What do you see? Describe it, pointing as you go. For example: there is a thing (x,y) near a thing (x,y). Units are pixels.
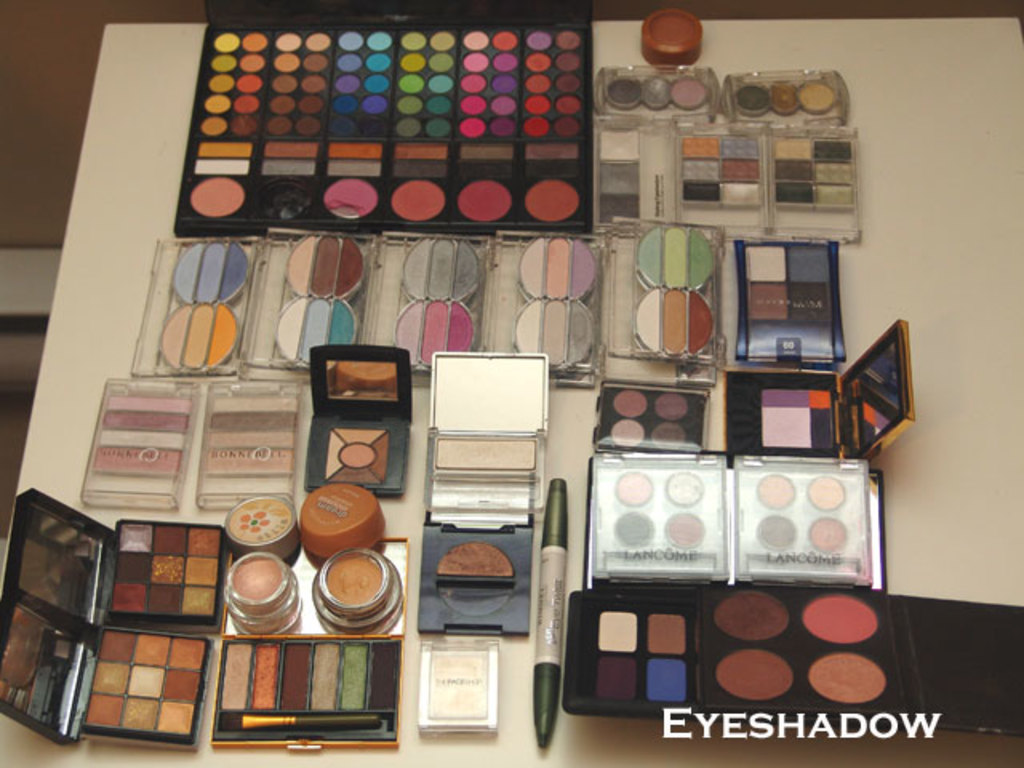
In the image in the center (582,499), we can see one table (173,221). On the table (400,507), we can see mirrors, one eyeliner (565,499), One brush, makeup cosmetics (633,490) and eye shades (652,634) with different colors.
